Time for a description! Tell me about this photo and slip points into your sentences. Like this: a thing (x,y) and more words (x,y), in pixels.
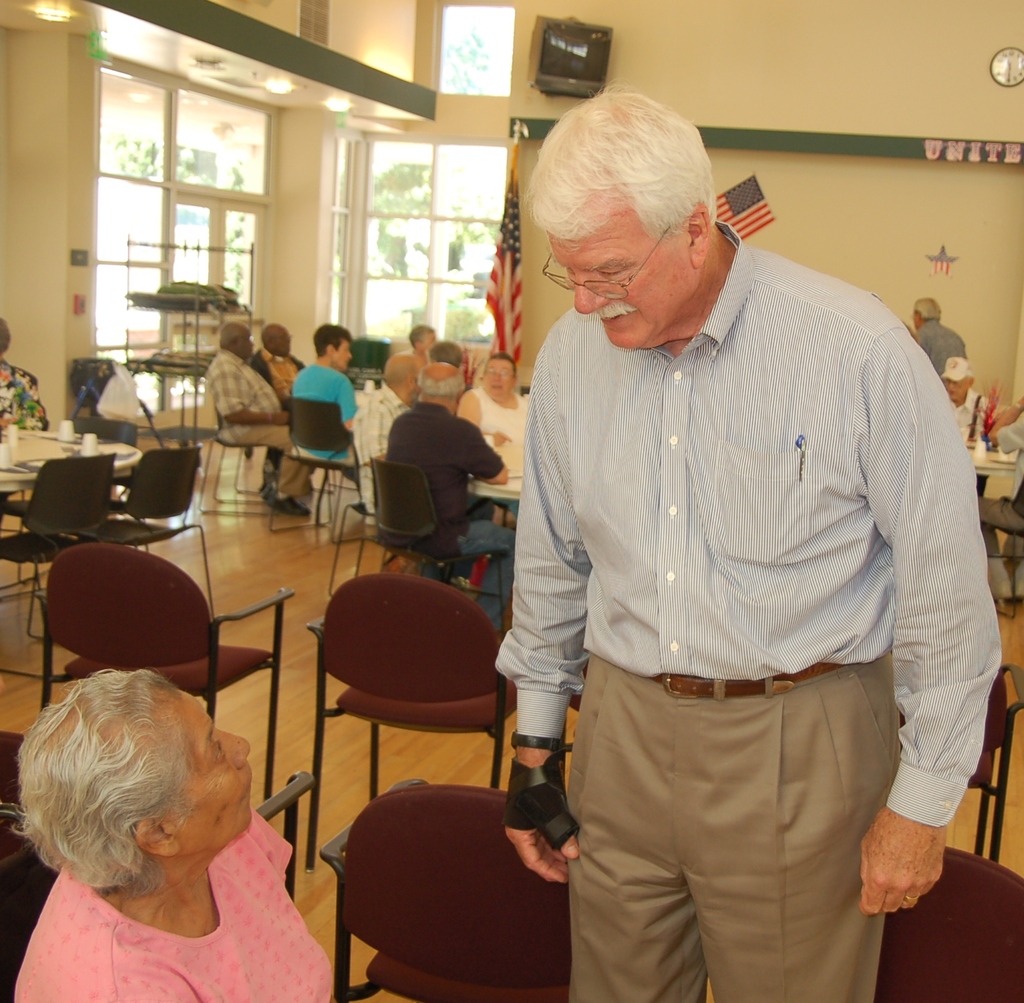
In this image there is a person (528,410) wearing a shirt (897,498) is wearing a spectacles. There is a woman (27,806) at the left bottom of the image (189,897). There are few persons (210,365) at the middle of image (453,371) sitting on chair (382,502) before a table (519,471). There is a screen (561,82), clock (1003,75), flag (758,197) fixed to the wall (838,101). At the back side (495,255) there is a flag (509,237). At the left side (32,554) there is a person (21,400) before there is a table (44,432) and two chairs (73,482). At the left side (199,328) there is a rack (152,318), behind there is a window (188,141).
